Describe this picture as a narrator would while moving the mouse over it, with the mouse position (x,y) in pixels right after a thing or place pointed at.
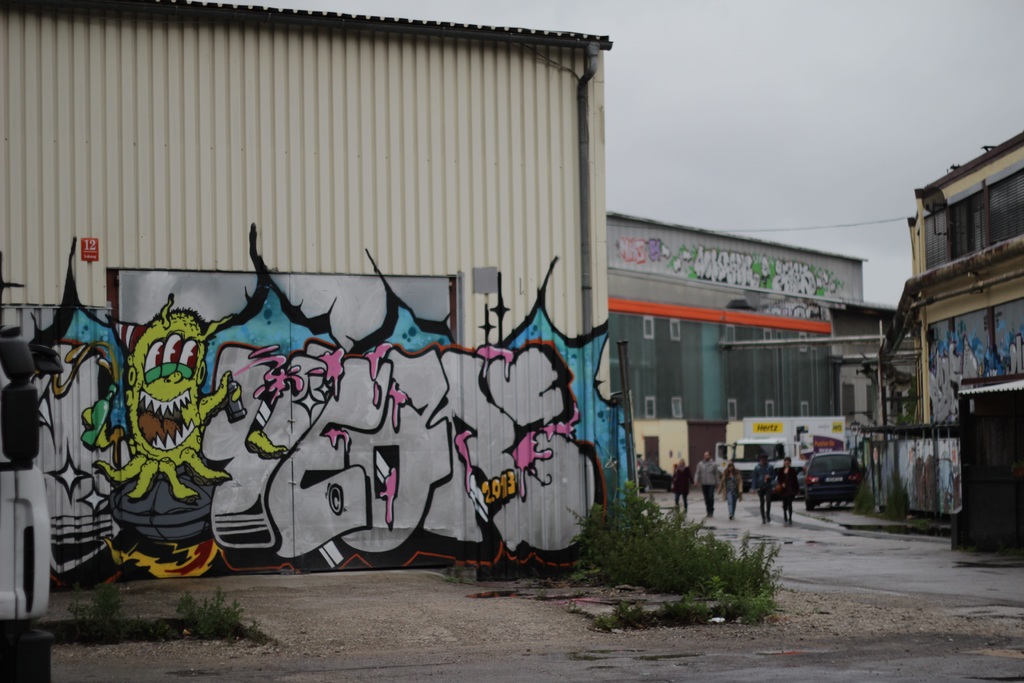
On the right side (784,487) I can see few people (708,482) are walking on the road (823,577). At the bottom of the image (716,669) also there is a road (489,675). On both sides of the road (613,673) I can see the buildings (525,436). At the back of these people (765,487) there is a car (826,471) and a truck (767,429). On the left side (161,274), I can see a shed (364,230) on which there is a Graffiti painting (429,411). In front of this there are some plants (618,568) on the ground (495,612). On the top of the image (788,85) I can see the sky (829,127).
